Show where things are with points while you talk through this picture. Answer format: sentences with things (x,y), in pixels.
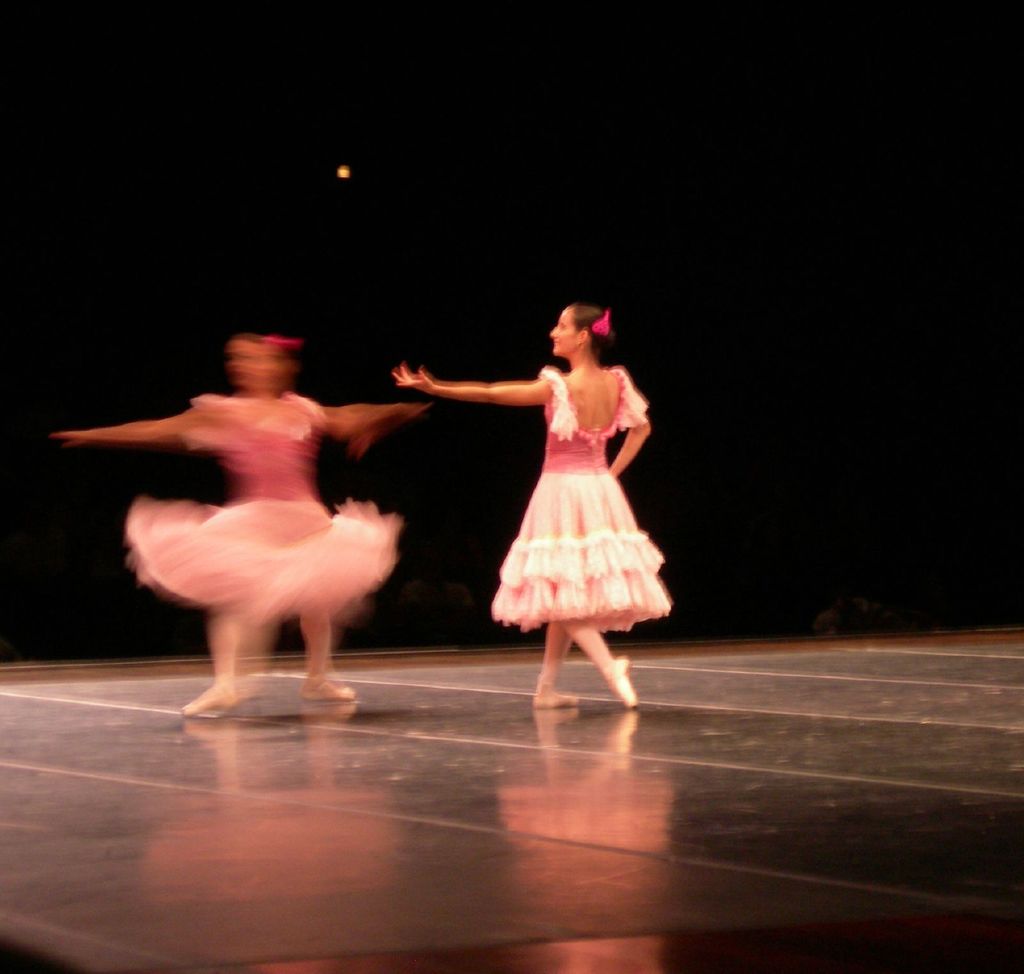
In this image we can see two persons (601,532) are dancing on the stage (472,791), they are wearing the pink and white dress (577,454), the background (344,25) is dark.
